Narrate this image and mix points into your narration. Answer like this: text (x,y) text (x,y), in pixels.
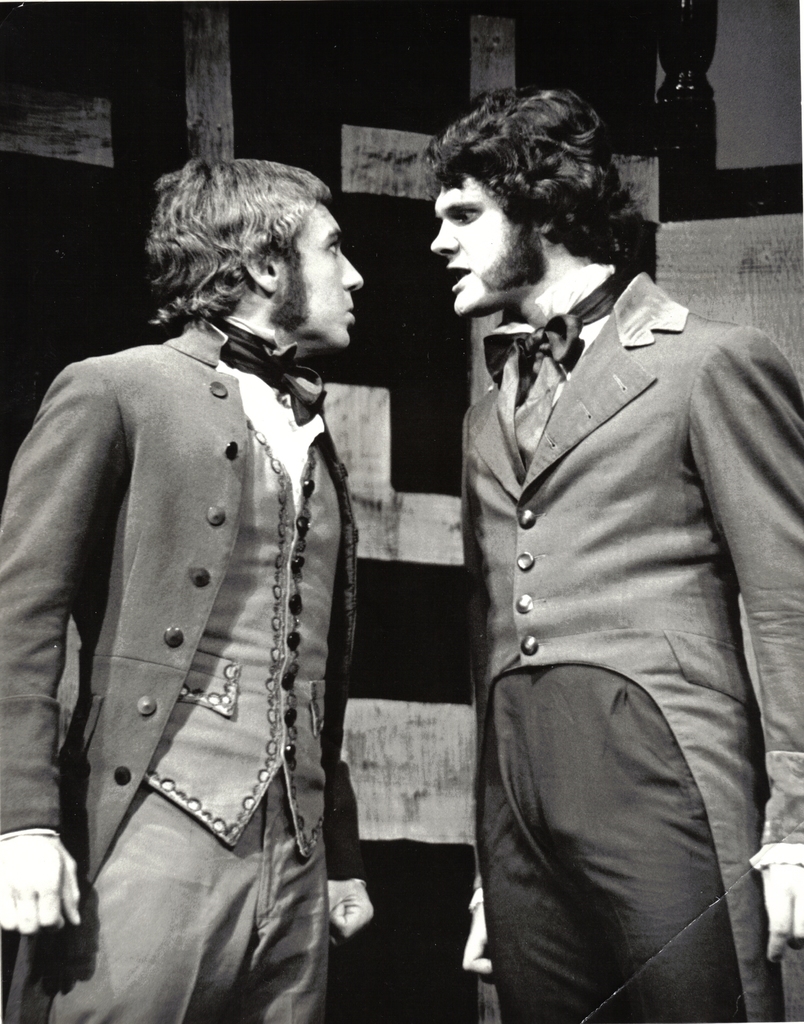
In this image we can see two people (665,830) standing. They are wearing jackets (562,515). In the background (356,215) there is a wall (443,416).
